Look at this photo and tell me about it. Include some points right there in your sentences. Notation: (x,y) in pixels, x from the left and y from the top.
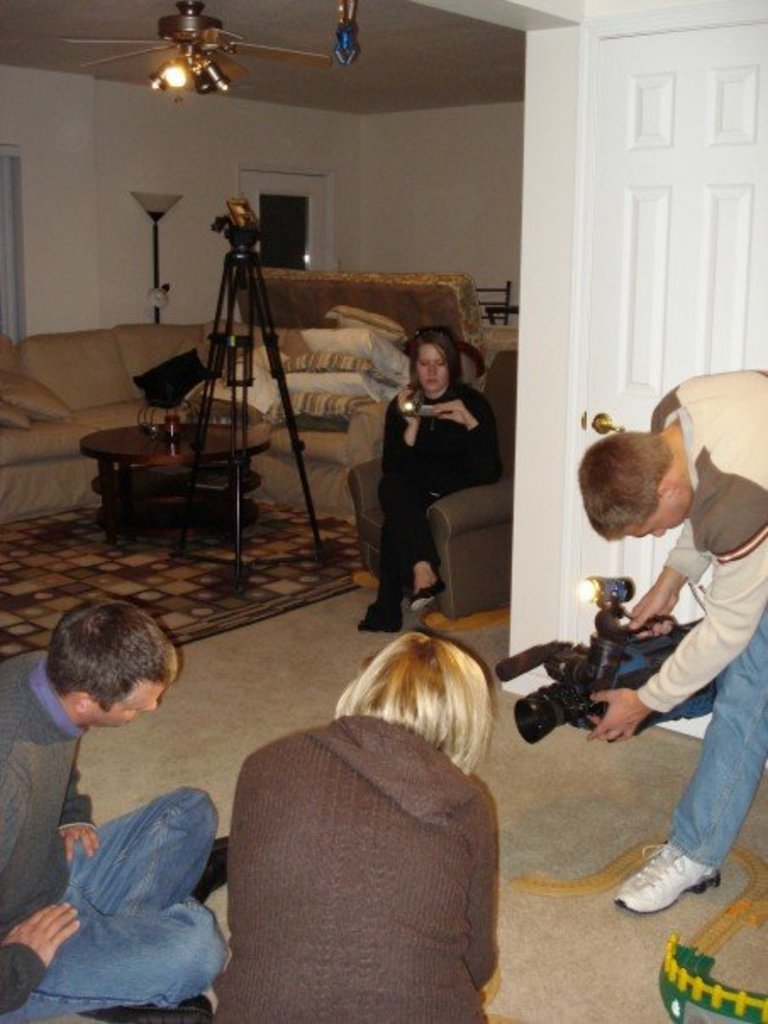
In this image I can see a group of people (419,455) around them the person (649,525) on the right side (548,657) is holding a video camera (637,664) and on the left side (123,850) on the image we have a man (137,863) and a woman (364,884) who are sitting on the floor (276,666). Here we have a woman (435,473) who is sitting on chair (496,534) and holding a camera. On the top left of the image (105,330) we have a sofa (67,398) and a lamp (204,74).
